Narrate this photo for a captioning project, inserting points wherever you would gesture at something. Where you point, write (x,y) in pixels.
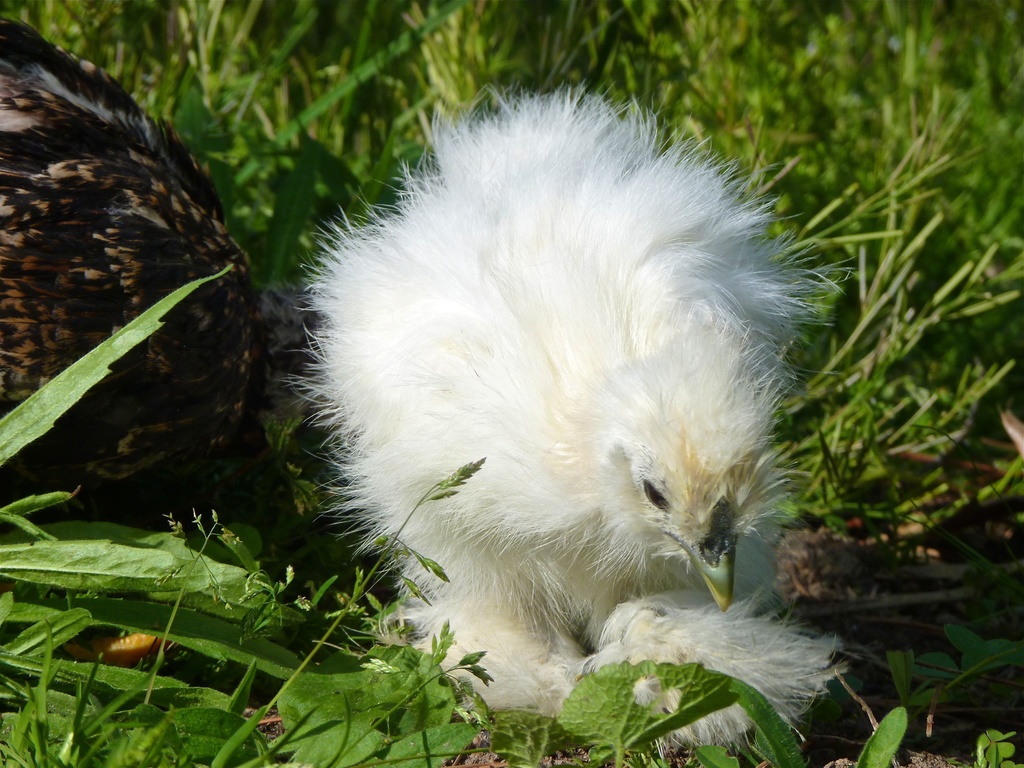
In this image there are black and white color chickens (165,461) on the grass (225,487).
